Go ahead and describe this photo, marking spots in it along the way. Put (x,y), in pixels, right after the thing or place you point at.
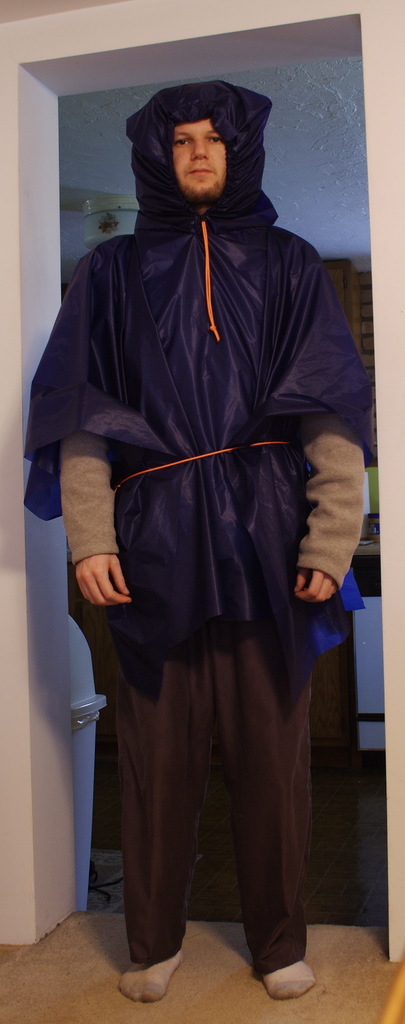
In this picture we can see a man (200,501) standing in the front (257,586) wearing a dark blue raincoat (258,417) and giving a pose to the camera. Behind we can see the white arch wall (60,833).
